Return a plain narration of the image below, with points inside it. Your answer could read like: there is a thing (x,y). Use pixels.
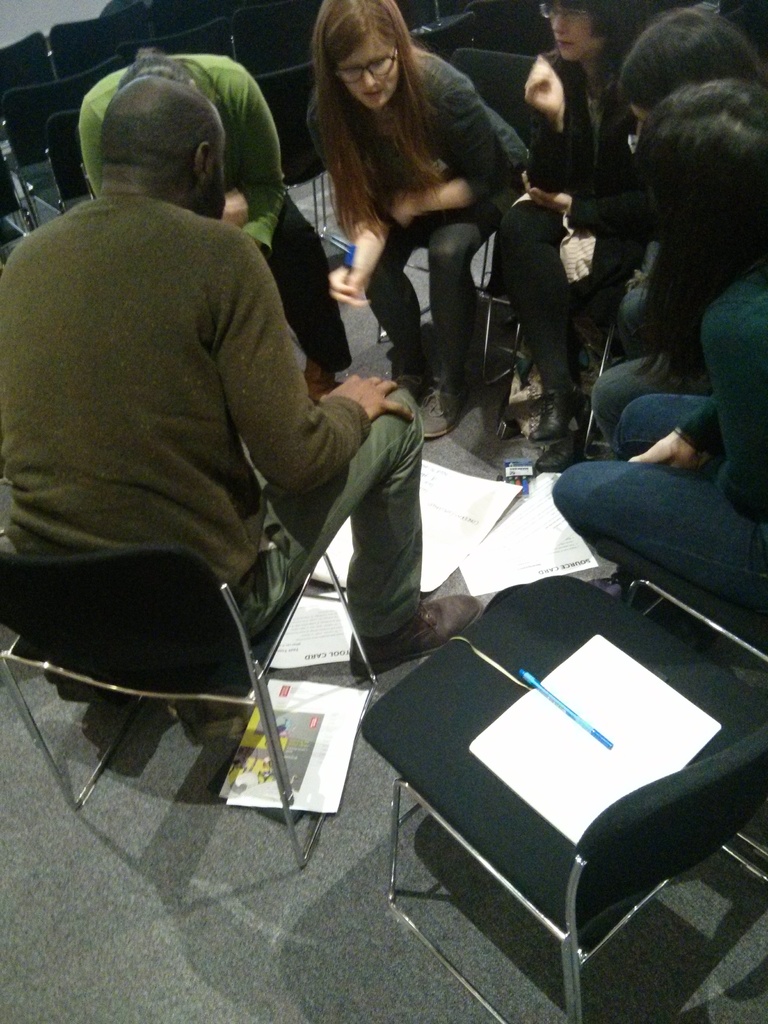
This picture is clicked inside a room (26,726). Here, we can see six people (155,379) sitting on chair (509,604) and discussing something and in the right bottom (703,810), we see a chair (523,843) on which book (571,721) and pen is placed. We can see paper (287,711) on the floor (347,778) and behind these people (158,124), we see many empty chairs (206,25).
